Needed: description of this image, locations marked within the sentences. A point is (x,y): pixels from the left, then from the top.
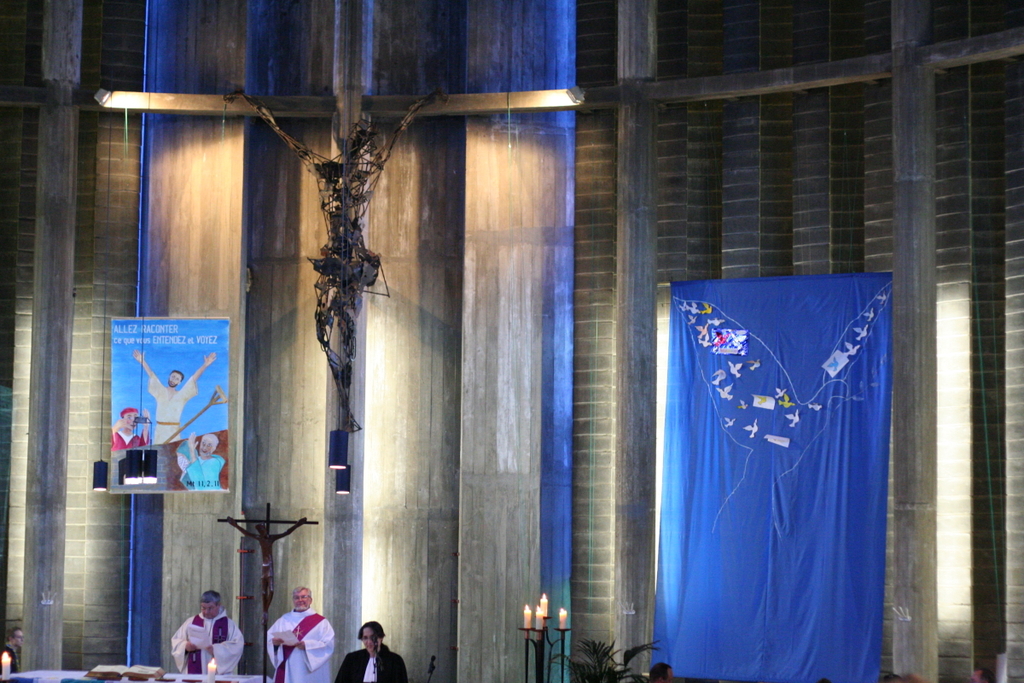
In this image we can see a statue of Jesus (344,171) which is attached to the holy cross (276,108) and at the bottom of the image (213,615) there are some persons (219,609) standing and doing prayer and at the background of the image (274,378) there are some blue color sheets (846,430) and wall (487,555).
